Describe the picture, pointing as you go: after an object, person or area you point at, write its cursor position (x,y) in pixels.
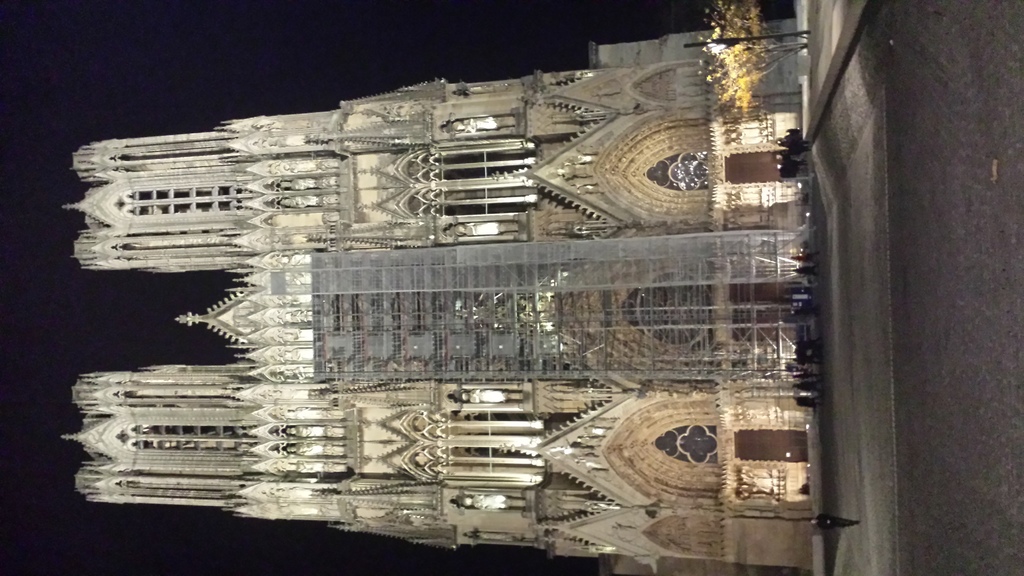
We can see building (693,400), persons (822,519), trees (727,59), pole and light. On the background (314,15) we can see sky (24,306).
